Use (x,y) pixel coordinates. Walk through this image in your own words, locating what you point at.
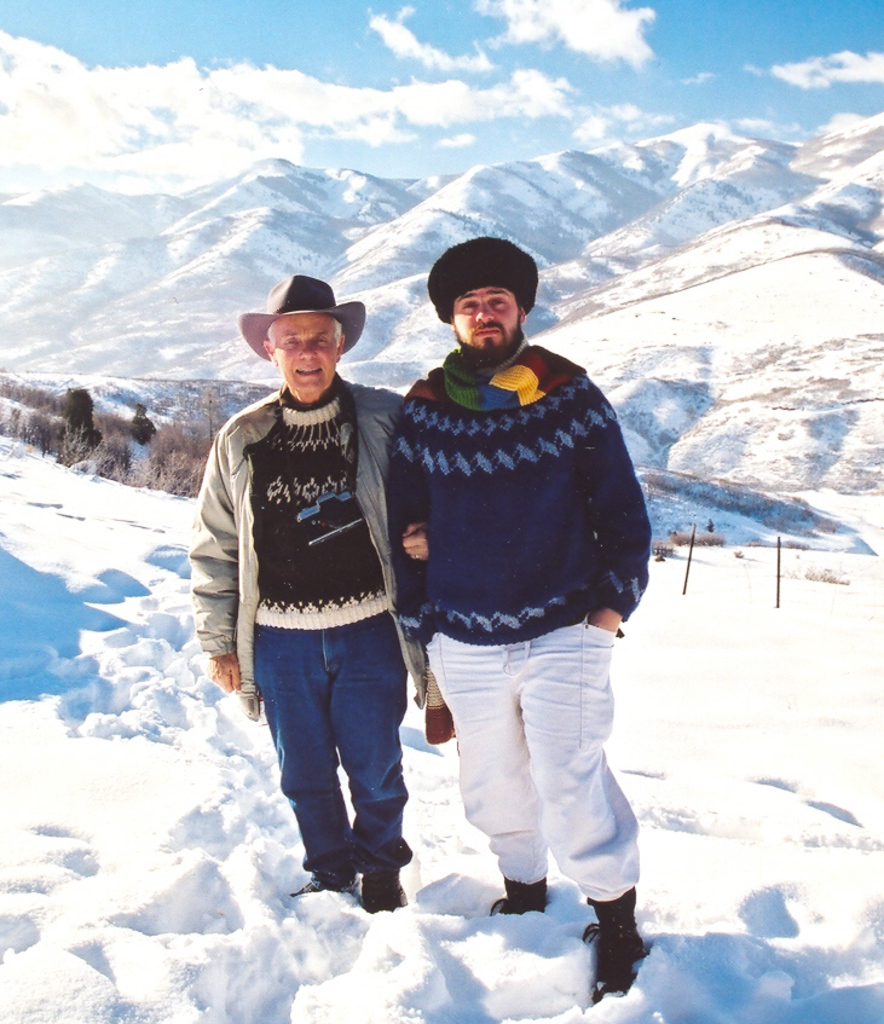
In the middle of this image (449,413), there are two persons (525,682) standing on a snowy surface (332,984). In the background (25,206), there are trees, mountains (858,428) and there are clouds (154,97) in the sky (297,86).
